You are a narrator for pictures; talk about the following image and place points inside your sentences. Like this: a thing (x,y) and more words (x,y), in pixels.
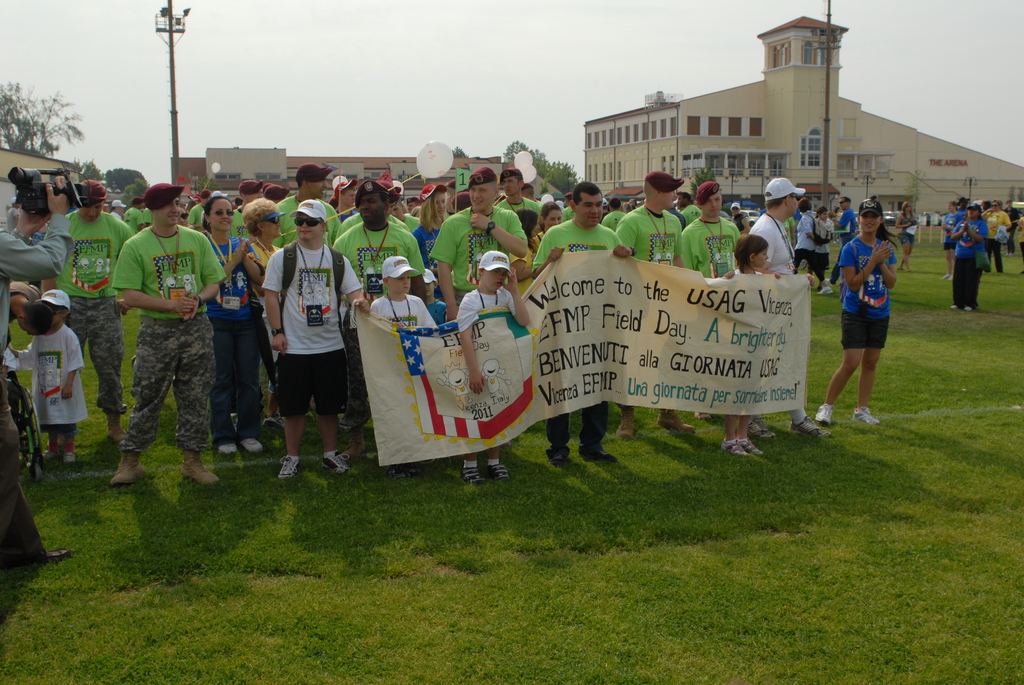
In this image we can see people (134,459) standing on the ground (150,455) and some of them are holding advertisement (530,354) in the hands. In the background (717,103) there are buildings (670,132), trees (534,156), street poles (173,116), street lights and sky (342,83).
